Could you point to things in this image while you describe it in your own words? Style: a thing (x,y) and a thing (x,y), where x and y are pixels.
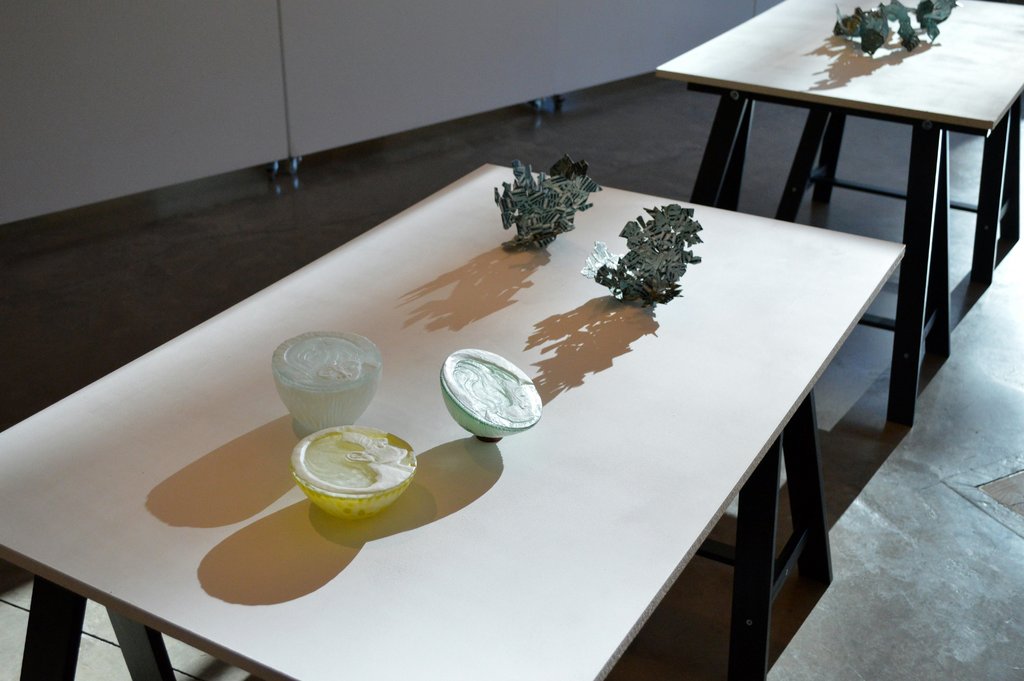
In this image I can see some objects (639,269) on the tables (798,227).
